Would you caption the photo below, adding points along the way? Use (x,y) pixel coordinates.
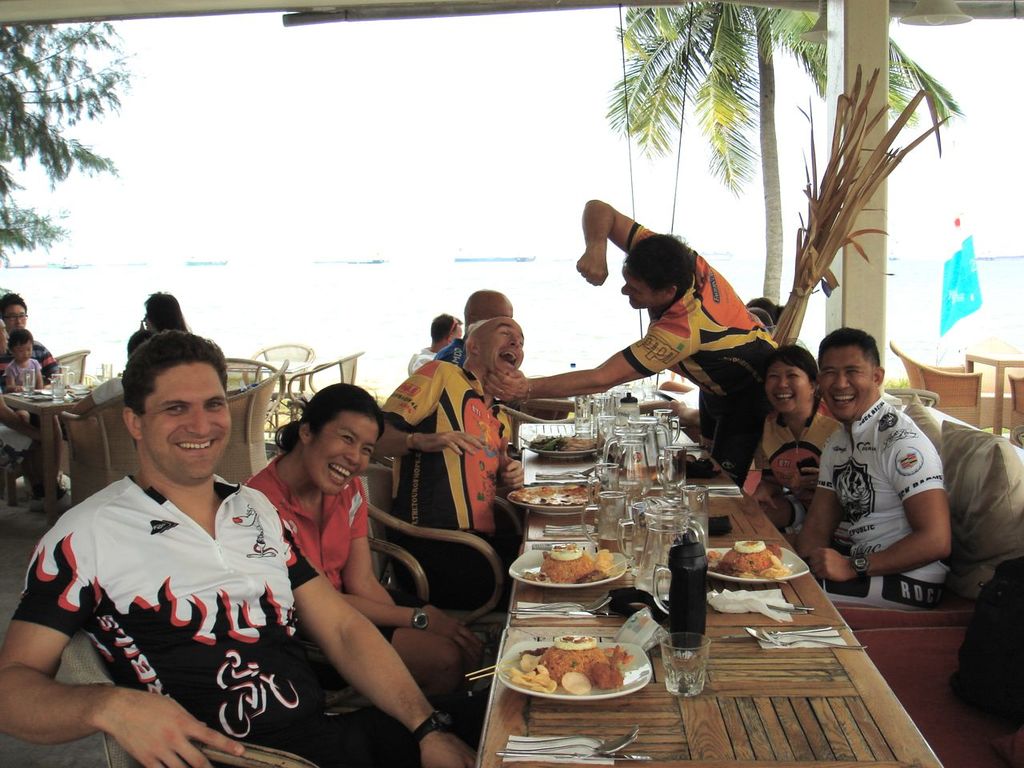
In this image there are group of persons (604,367) who are sitting and having their food (563,668) and at the background of the image (735,123) there are trees (719,119) and ocean (617,298).
